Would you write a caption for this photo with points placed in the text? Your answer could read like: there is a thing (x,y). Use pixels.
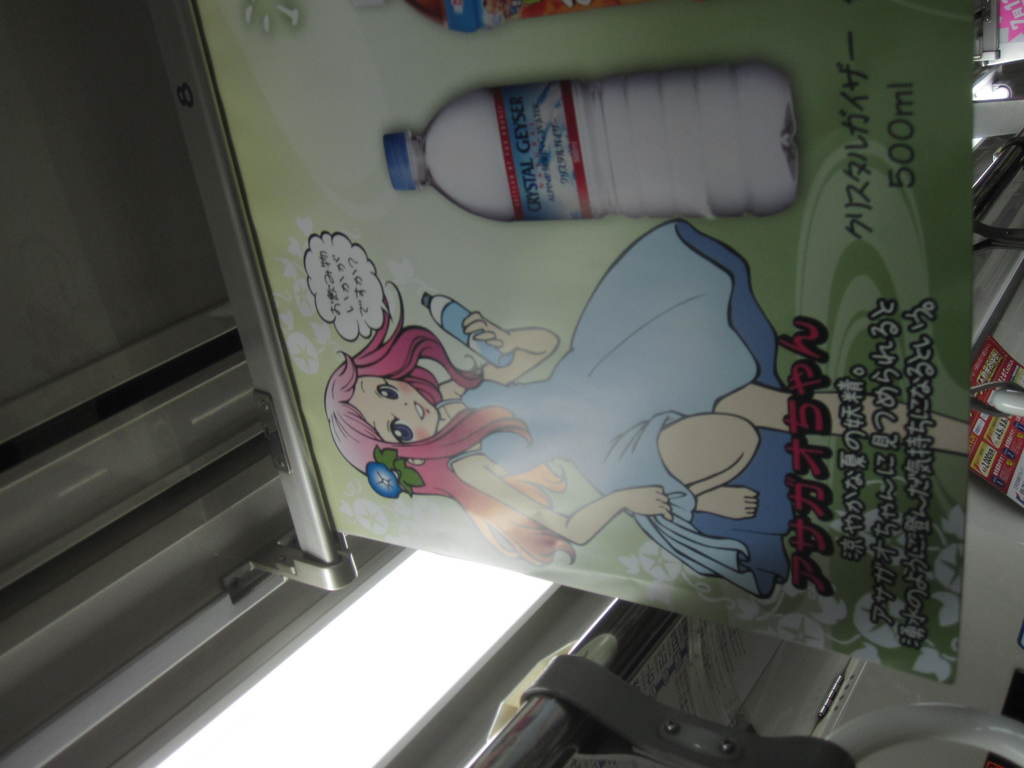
This is an inside view of a train (68,330) and here we can see a board (410,452), some strap hangers (1012,381), rods (657,618), a paper (1006,462) and some other objects (985,134).
